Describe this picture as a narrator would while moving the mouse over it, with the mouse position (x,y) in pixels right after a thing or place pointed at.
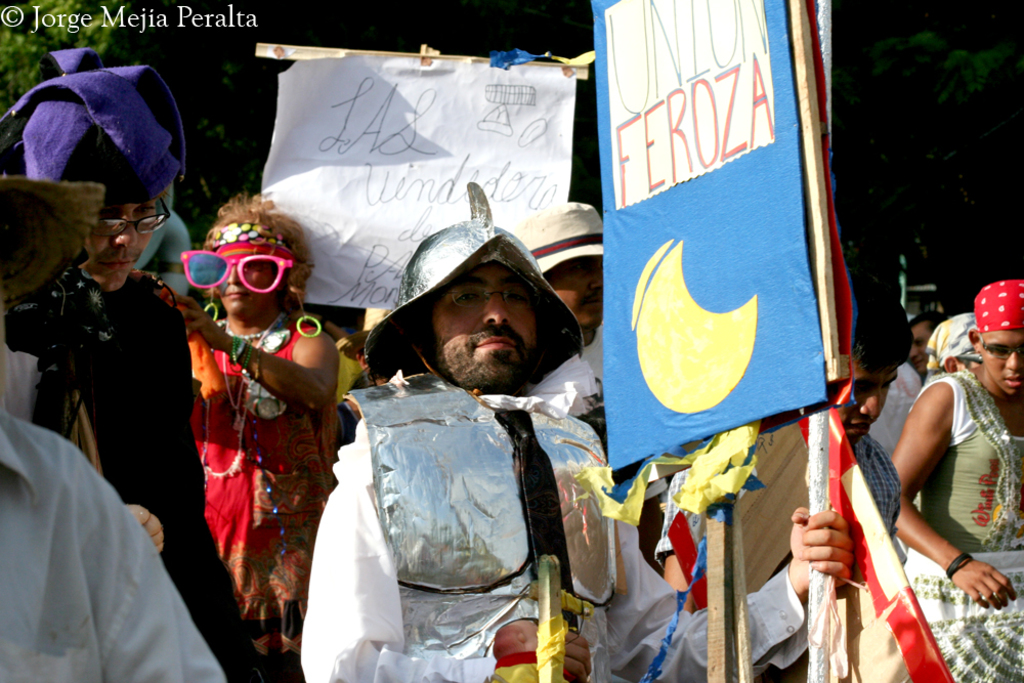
In this picture there are people (370,458) wearing different costumes (487,424) and holding placards (703,194). In the background (304,31) there are trees (944,101).
